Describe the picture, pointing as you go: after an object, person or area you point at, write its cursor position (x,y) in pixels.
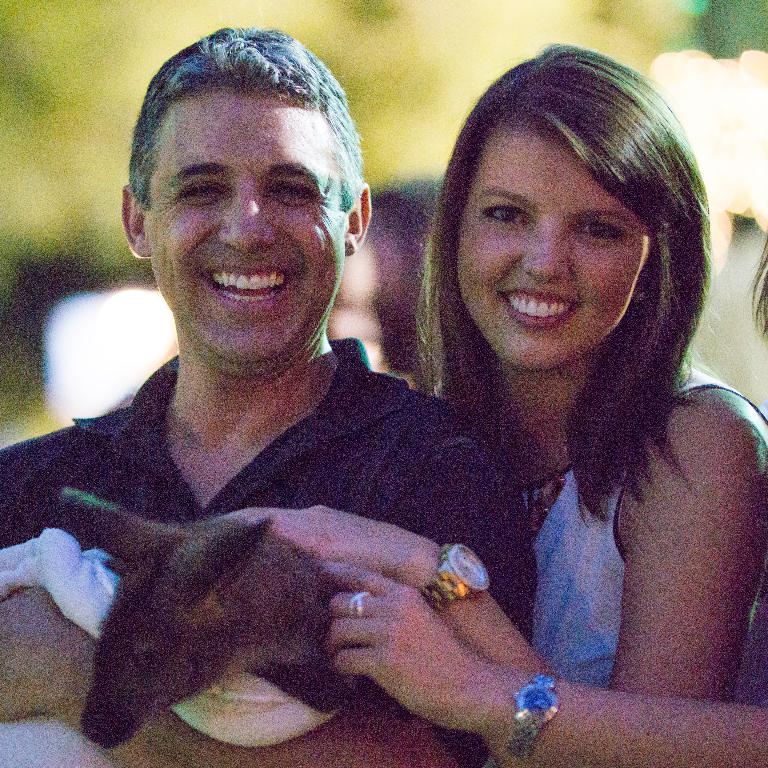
On the left side of the image (253,295) there is a man (306,378) smiling and holding an animal (148,636) in the hand (350,539). Beside him there is a lady (559,360) smiling and on her hand (387,629) there is a watch (469,575). And also there is another hand (497,680) with watch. And there is a blur background (192,16).
